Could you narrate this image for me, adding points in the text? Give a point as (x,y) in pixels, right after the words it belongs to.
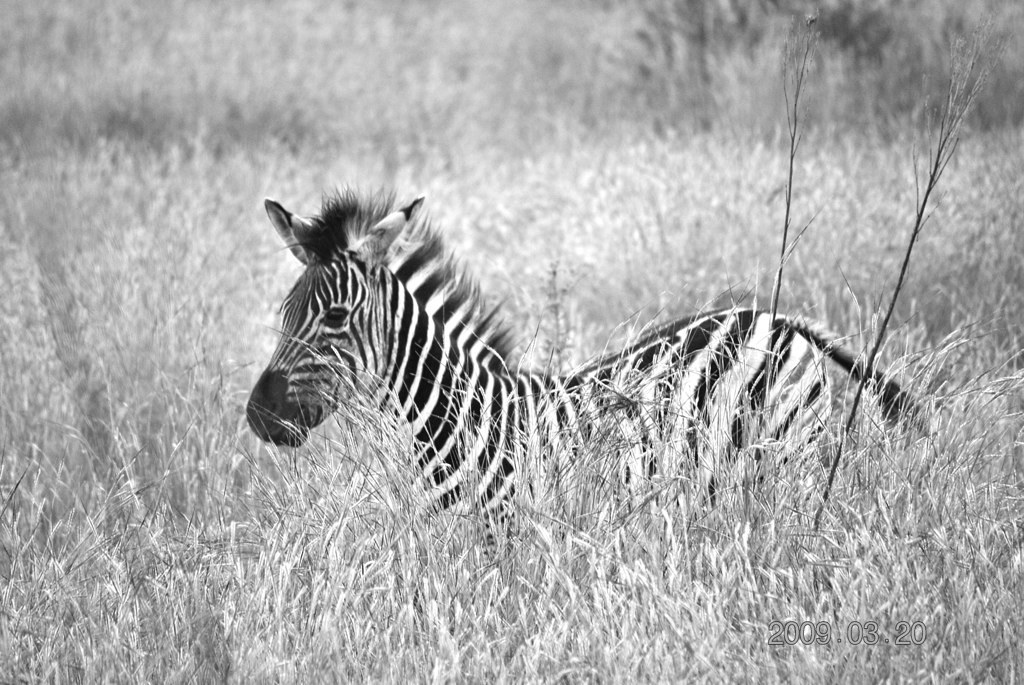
In this image there is a zebra (682,392) in the middle of this image (356,307) and there is a grass (464,564) in the background (144,372).
